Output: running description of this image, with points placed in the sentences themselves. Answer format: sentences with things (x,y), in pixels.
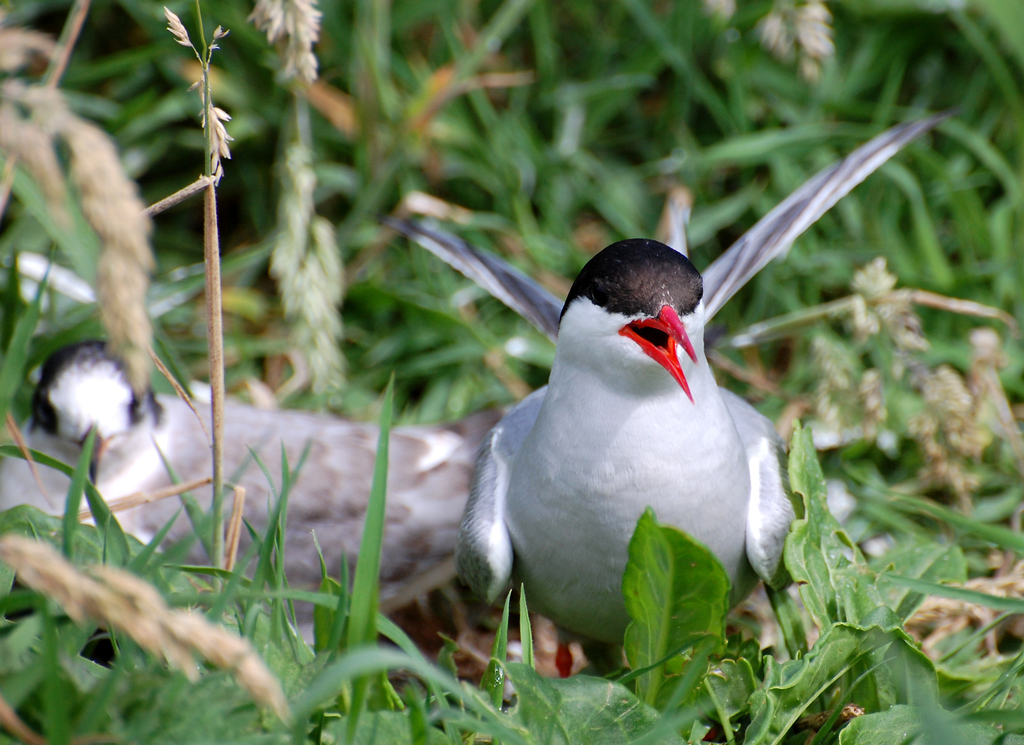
In this image we can see two white birds (653,437) on the ground (895,608) where we can see the grass (244,650). The background of the image (1018,309) is slightly blurred, where we can see the plants (6,213).
